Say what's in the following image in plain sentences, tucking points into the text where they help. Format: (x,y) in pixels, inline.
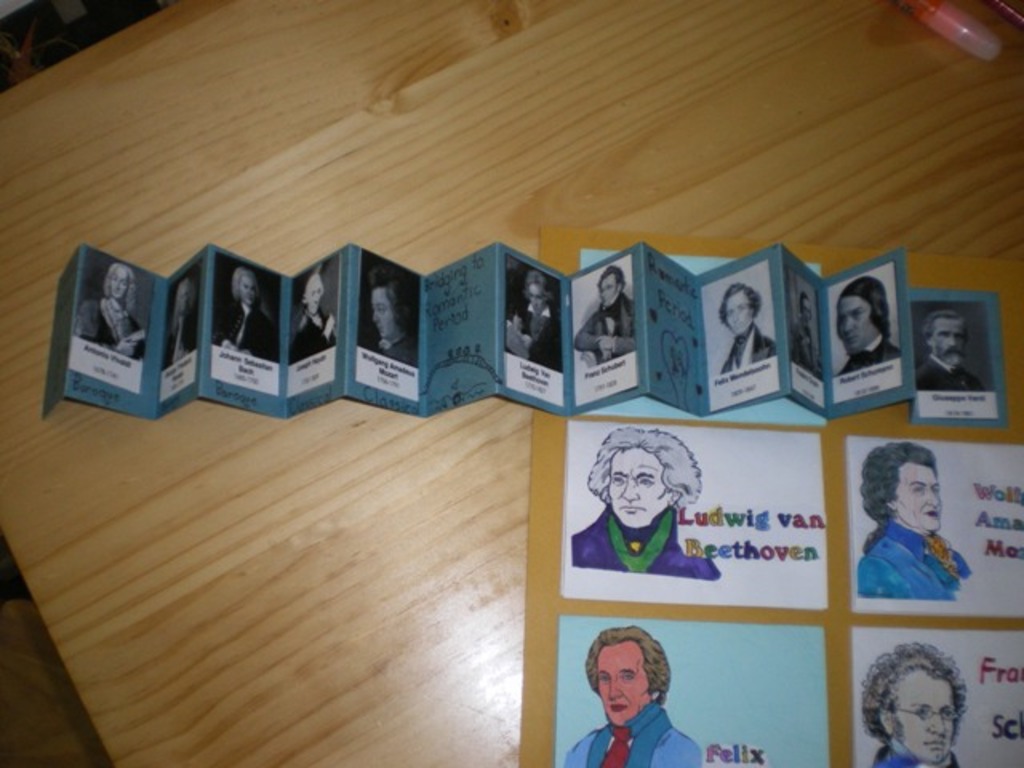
As we can see in the image there is a table (249,526). On table (515,48) there are papers (669,538) and sheets (760,338).
